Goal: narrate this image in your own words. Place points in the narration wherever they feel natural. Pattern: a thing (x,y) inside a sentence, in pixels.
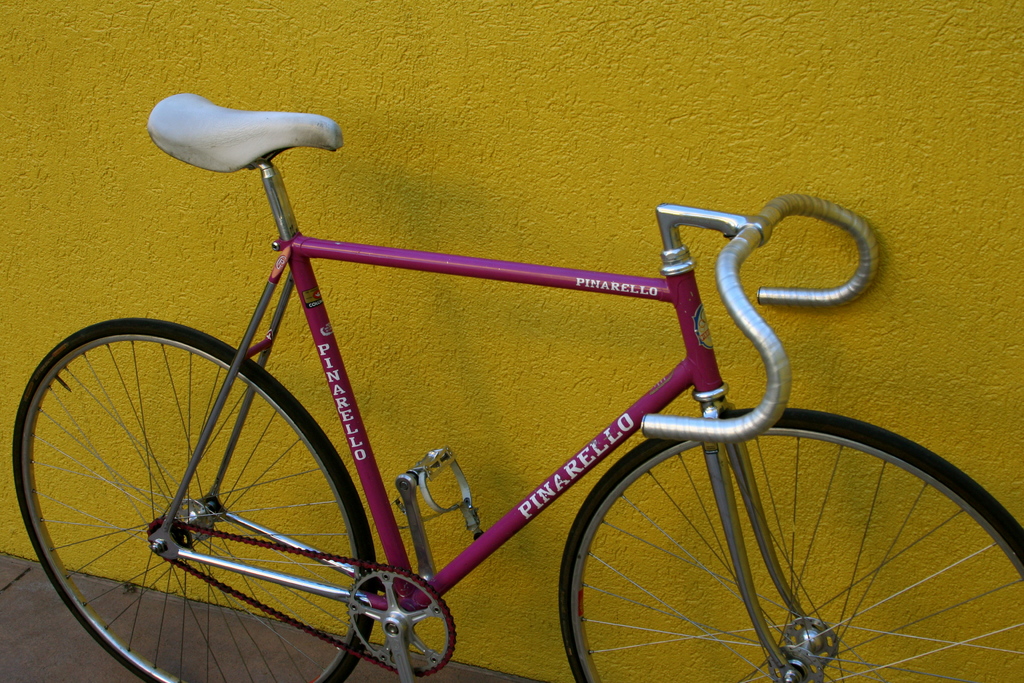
In this image, I can see a bicycle (253,598) on the floor (111,610). In the background (82,163) there is a yellow wall (634,133).
